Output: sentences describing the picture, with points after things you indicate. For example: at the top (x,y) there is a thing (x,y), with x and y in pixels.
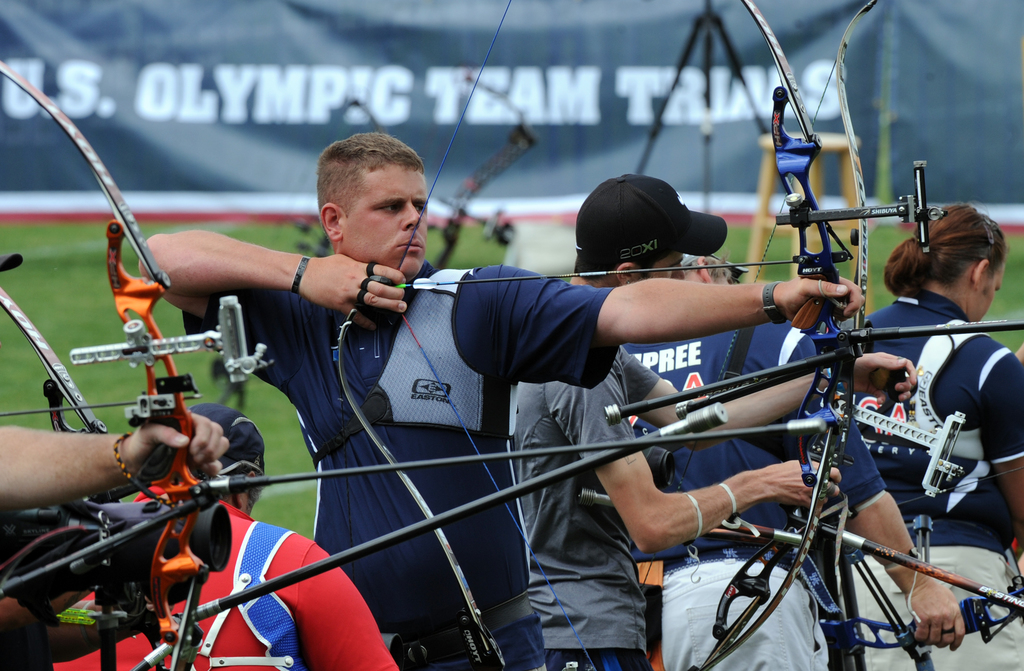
In this image we can see few persons (527,506) are holding bows (587,649), arrows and a person (969,278) on the right side (972,277) is standing. In the background (70,239) we can see a banner (483,107), grass (74,238) and a tripod stand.
